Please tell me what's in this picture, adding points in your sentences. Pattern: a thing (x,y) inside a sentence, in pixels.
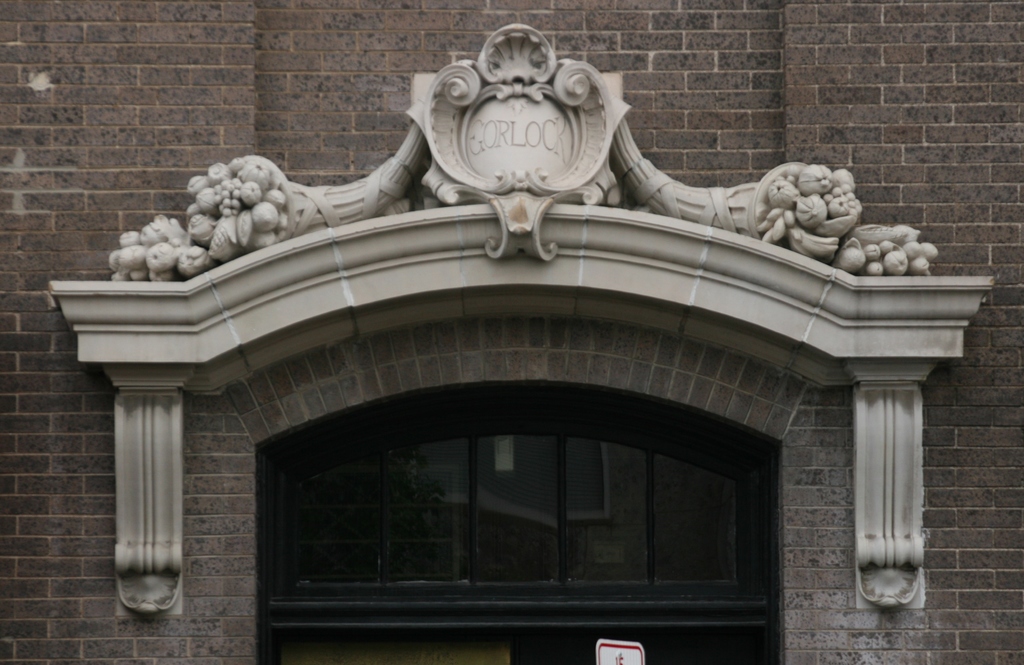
In this image I can see an arch (200,288) and the glass door (429,482) and the building (784,113) is in brown color.
